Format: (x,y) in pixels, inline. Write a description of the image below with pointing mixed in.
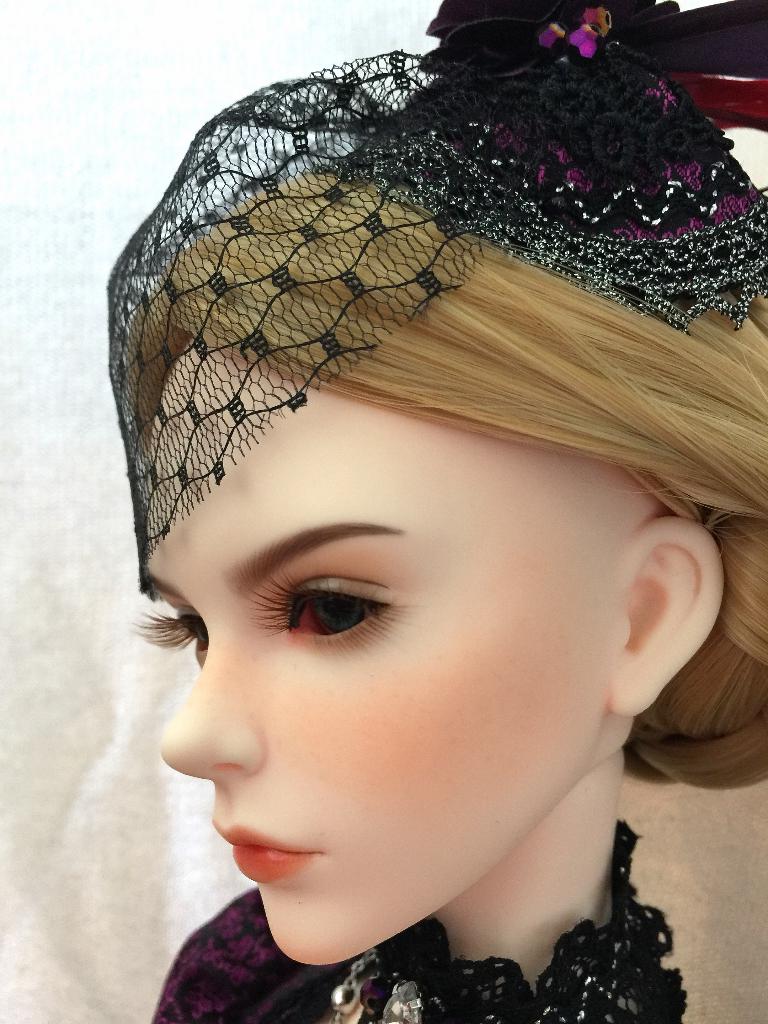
This image consists of a doll (218,653). It is wearing black dress (239,950).
